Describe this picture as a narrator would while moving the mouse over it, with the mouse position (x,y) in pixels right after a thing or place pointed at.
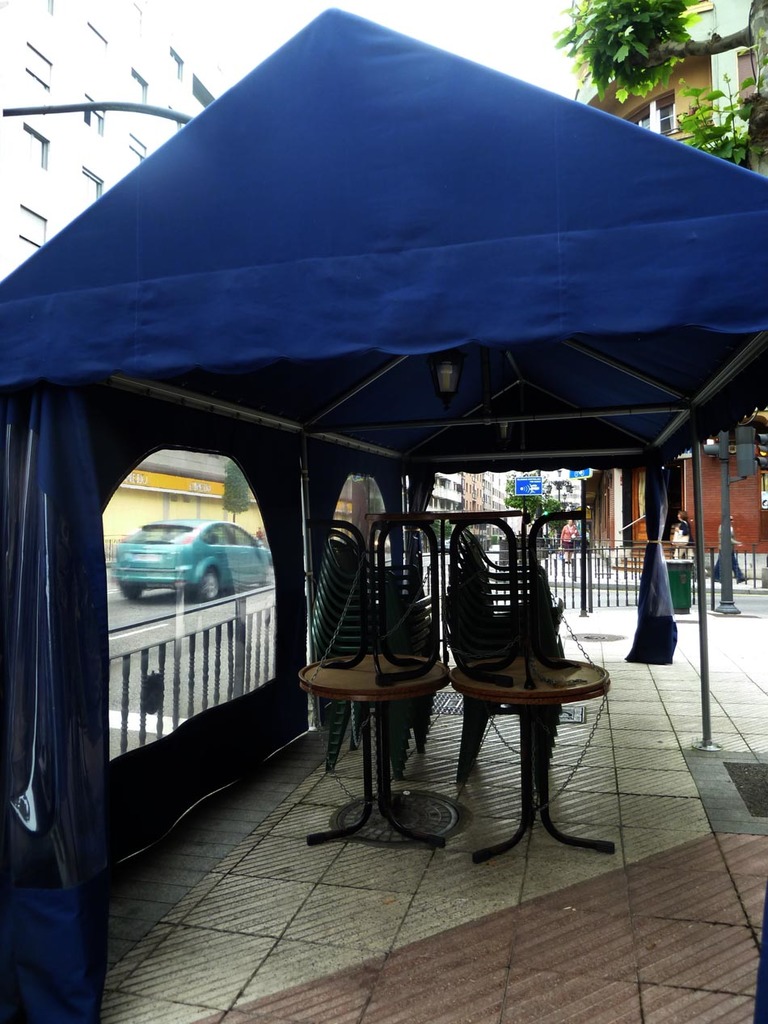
In this image, we can see a blue tent (276,464). Here we can see tables (426,691), chairs (347,628) are placed on the platform (528,930). Background (235,577) we can see a car (190,580) is passing on the road (156,636). There are so many buildings (367,507), trees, glass windows (43,239), poles (583,490), sign boards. Here we can see few peoples (566,537).
